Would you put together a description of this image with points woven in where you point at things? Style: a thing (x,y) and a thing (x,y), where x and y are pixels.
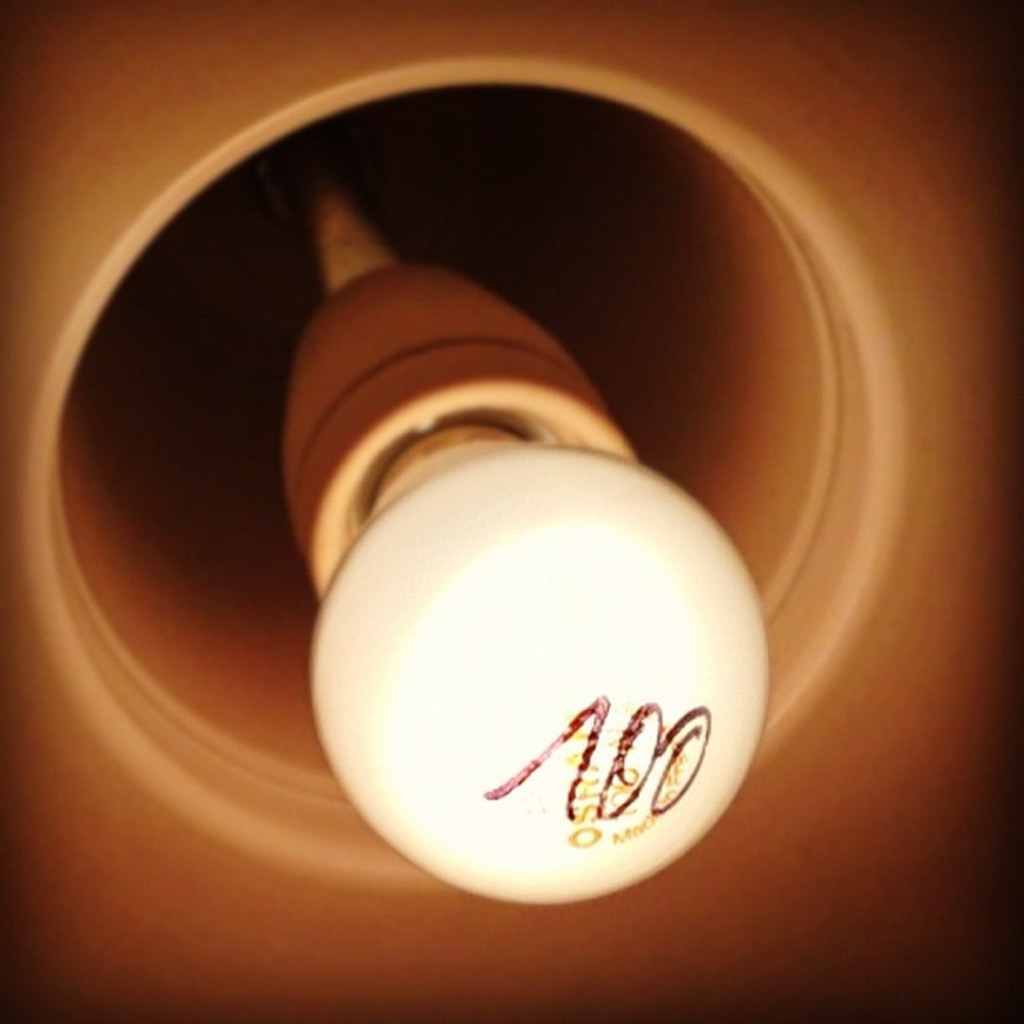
In this image we can see a lit bulb (537,693).
